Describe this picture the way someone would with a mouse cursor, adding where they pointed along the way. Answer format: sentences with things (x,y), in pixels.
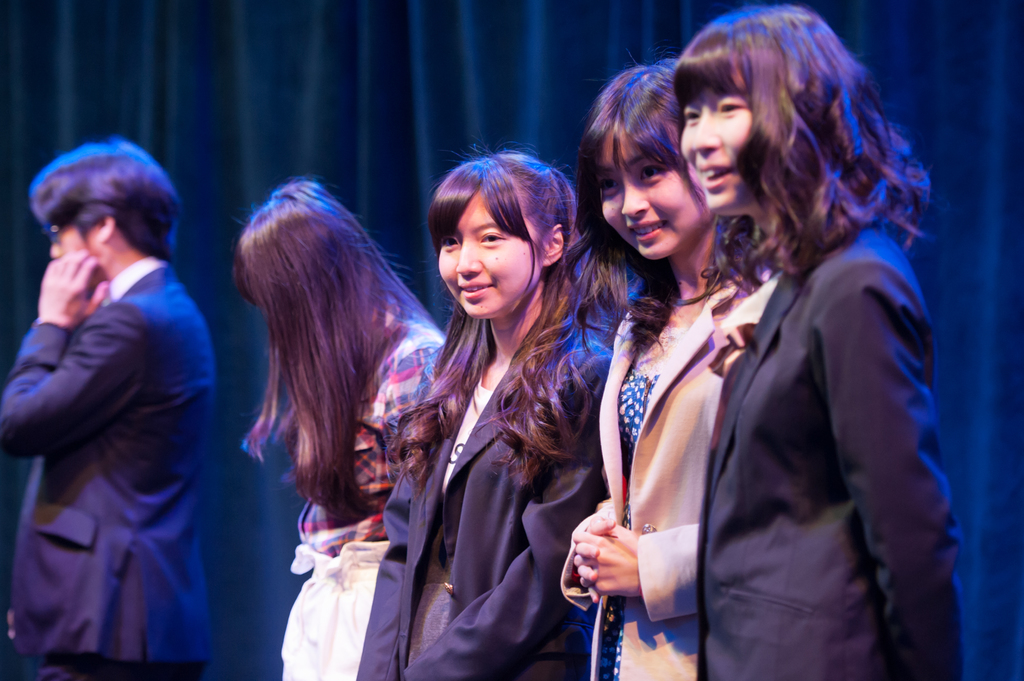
In the picture we can see there are four girls (482,434) and a man (148,414) standing, they are wearing clothes (306,504) and among them three girls (456,319) are smiling. Behind them there is curtains (411,62).
